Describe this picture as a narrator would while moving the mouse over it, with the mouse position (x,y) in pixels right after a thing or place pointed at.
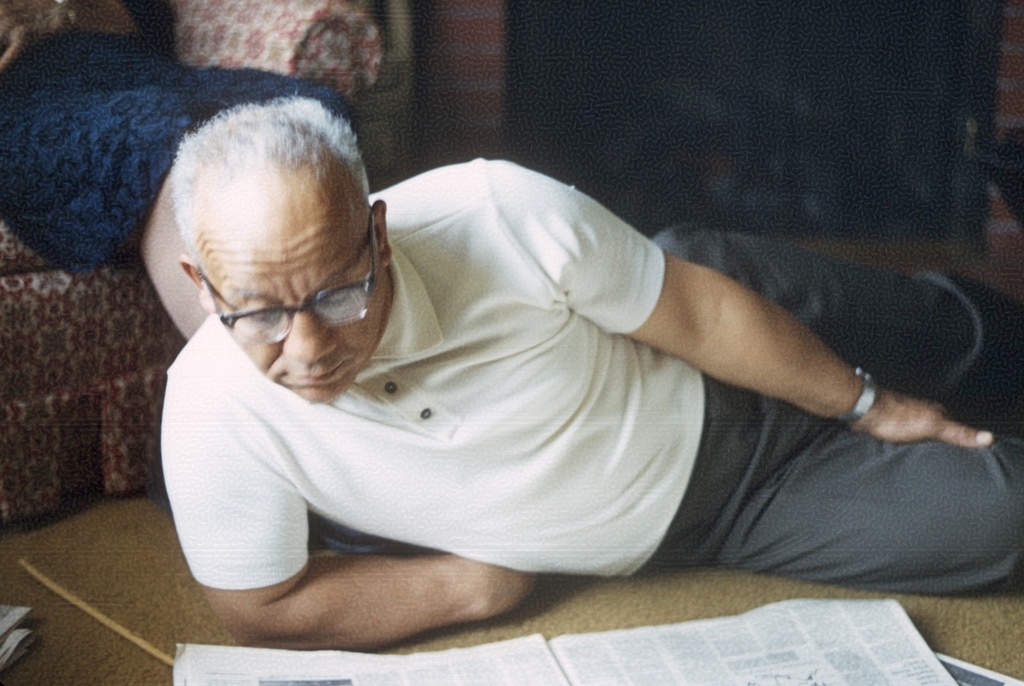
In this picture I can see there is a person (516,516) lying on the floor (555,603) and he is reading the newspaper (460,673). He is wearing spectacles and there is a couch (105,269) in the backdrop (162,5) and there is a person (90,174) sitting on the couch (43,371). The backdrop (886,21) is dark at the right side (807,37).
